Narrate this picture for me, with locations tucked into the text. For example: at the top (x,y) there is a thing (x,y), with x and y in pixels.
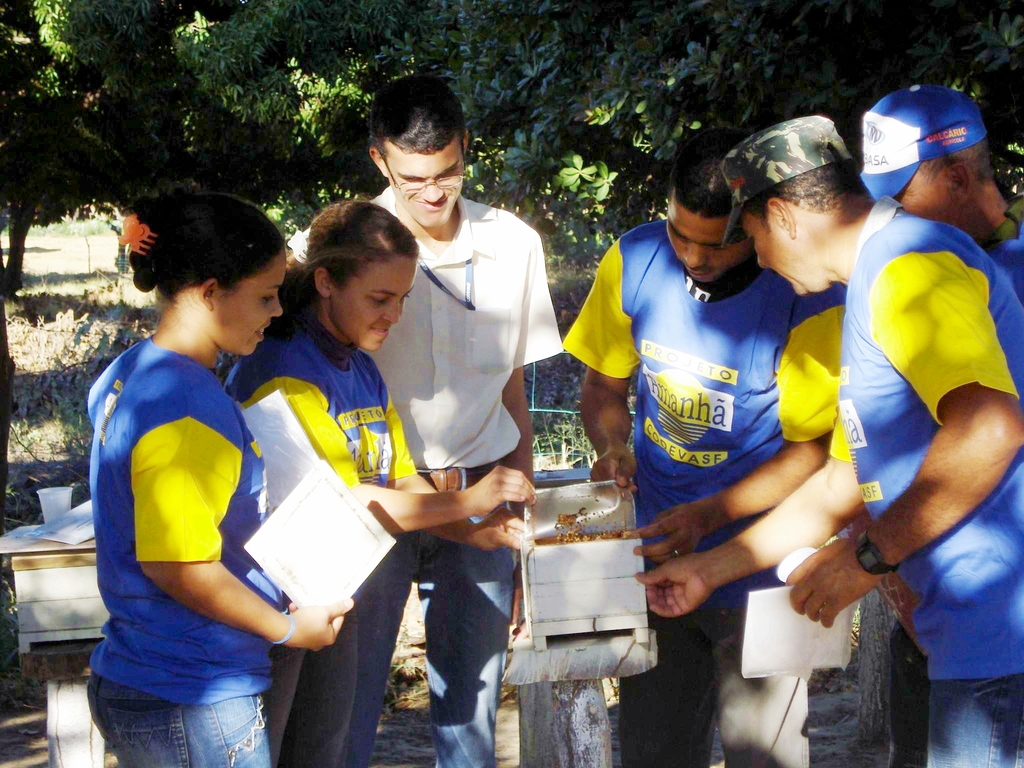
In this image there are people (736,397) standing and few (506,482) are holding a box (637,614) and few (329,636) are holding papers (759,658) in their hands (314,630), in the background (781,94) there are trees (368,38).
